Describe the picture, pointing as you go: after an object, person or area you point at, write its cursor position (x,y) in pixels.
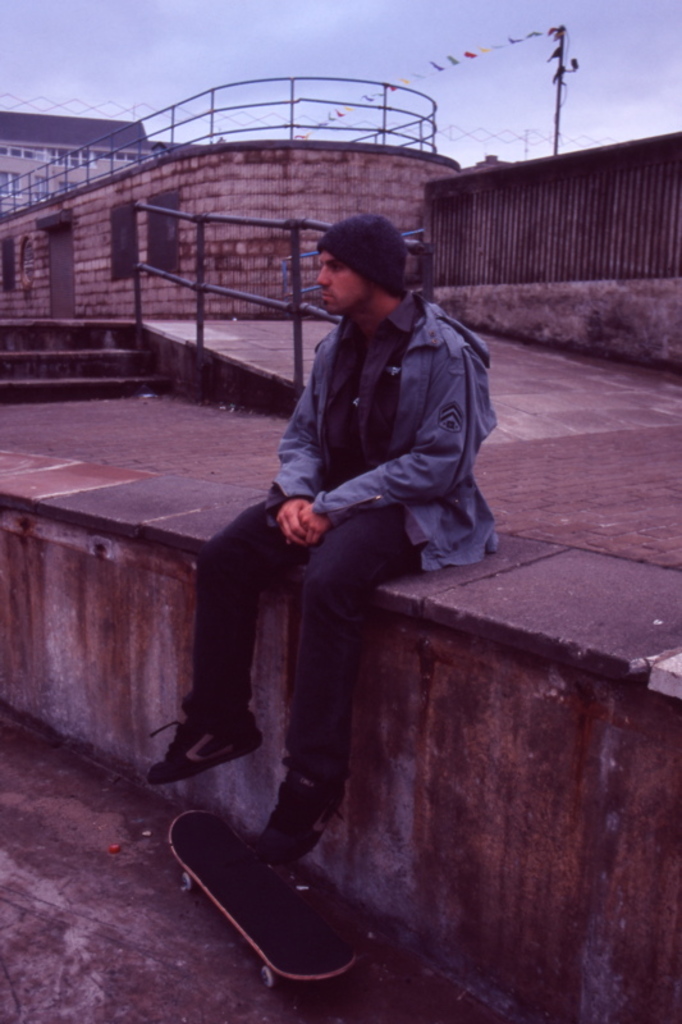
There is one man (206,626) wearing a cap (331,250) and sitting on a wall (247,773) in the middle of this image (408,662). There is a skateboard (233,882) at the bottom of this image (209,872), and there is a building (227,236) in the background (344,212). There is a sky (369,34) at the top of this image (406,59).
